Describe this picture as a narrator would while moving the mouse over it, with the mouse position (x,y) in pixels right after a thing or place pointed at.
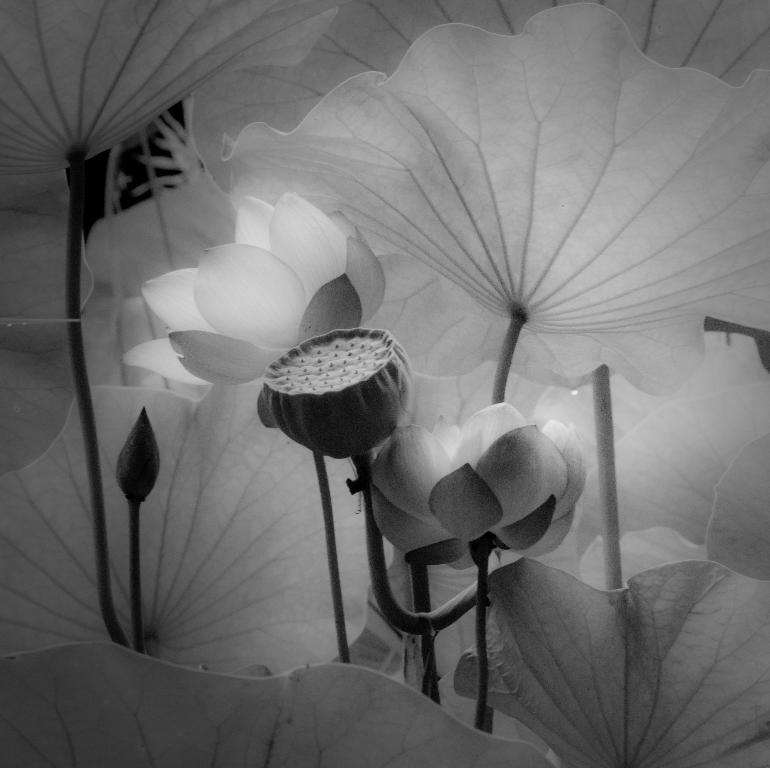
In this picture, we can see lots of flowers (201,259) and a bud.
